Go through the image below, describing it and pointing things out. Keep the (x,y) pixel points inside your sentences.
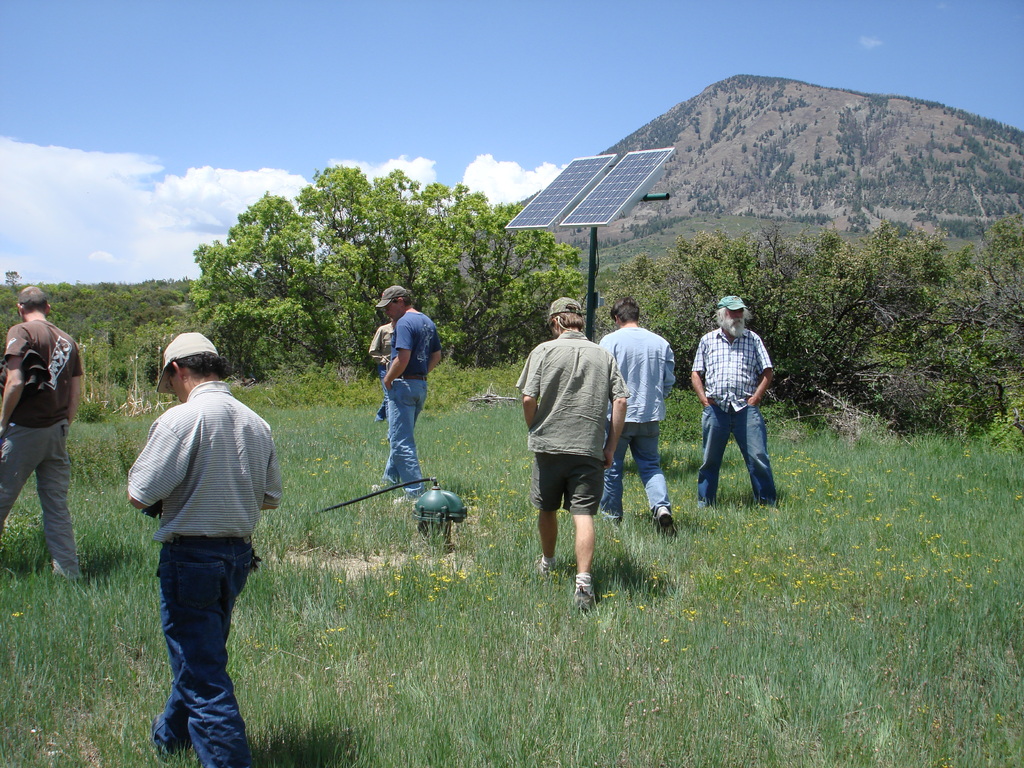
In this image I can see few people (149,450) standing and wearing different color dresses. I can see the green grass (569,675), trees (516,236), mountains (695,172) and solar-panels (618,205). The sky (474,98) is in blue and white color.
